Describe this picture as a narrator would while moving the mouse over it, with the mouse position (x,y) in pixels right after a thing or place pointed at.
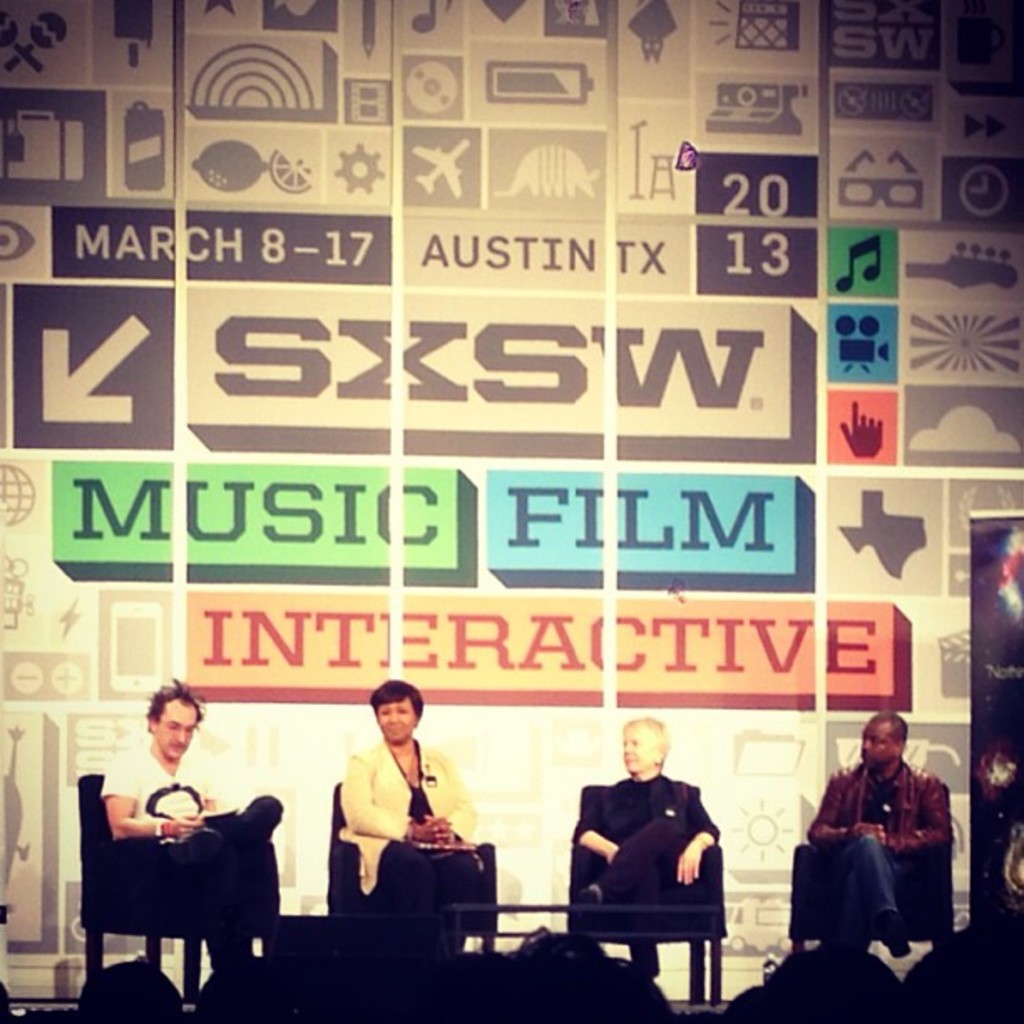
In the foreground of the image (840,862) we can see four people (871,817) are sitting on the chairs (494,936). On the top of the image (164,152) we can see a banner (267,515) on which some text (346,652) was written.
